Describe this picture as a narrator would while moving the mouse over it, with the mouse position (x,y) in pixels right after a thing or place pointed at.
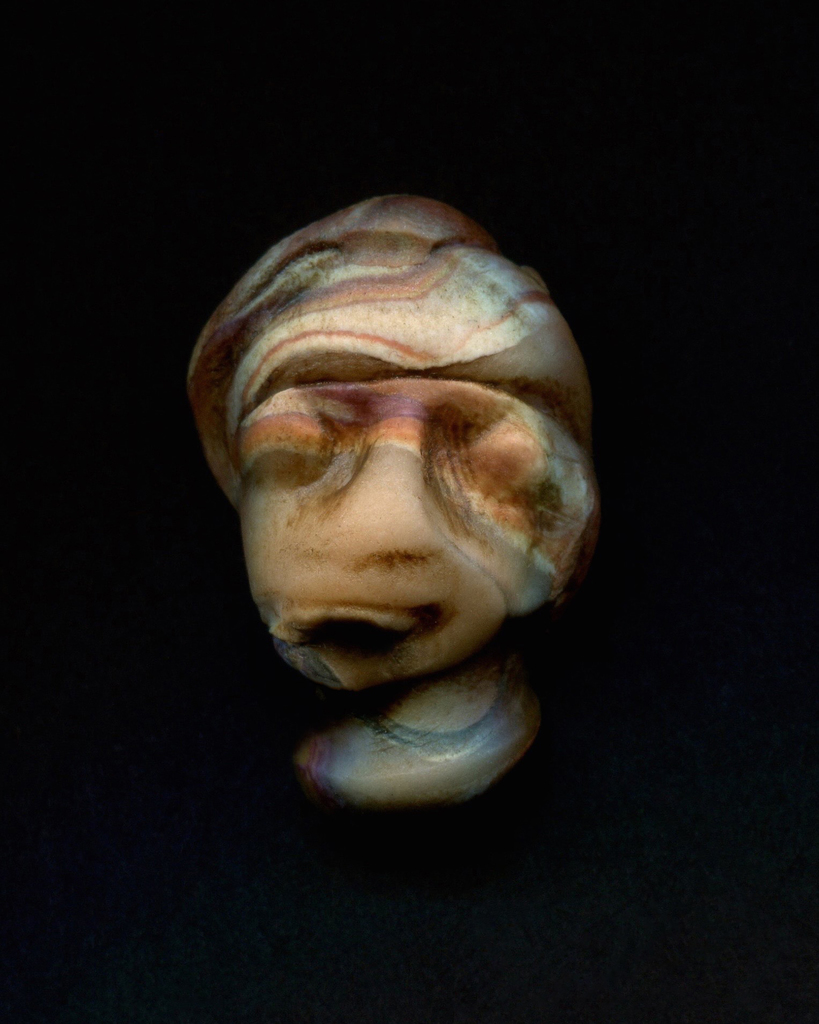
In the image there is a sculpture (303,414) with colorful paints (365,303) on it and the background (88,919) is black.
